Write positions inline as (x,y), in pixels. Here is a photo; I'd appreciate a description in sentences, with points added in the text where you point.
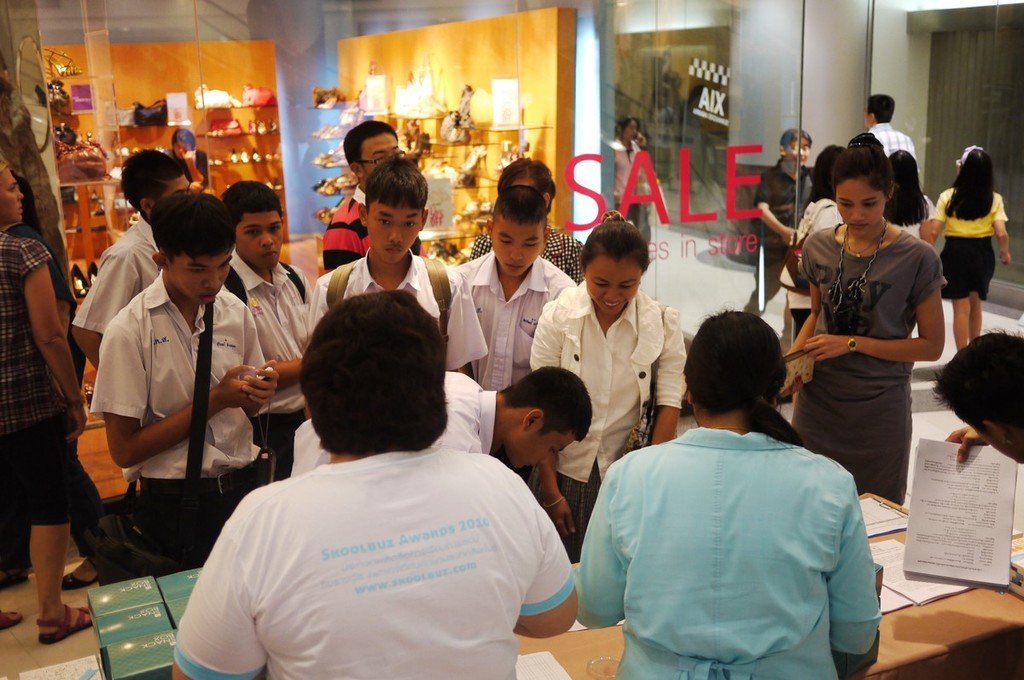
In the picture I can see a few boys (485,324) standing on the floor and they are carrying a bag (445,283). I can see the wooden table (915,611) on the floor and there are papers (905,590) on the wooden table (908,623). I can see the glass window (692,115) on the top right side (683,102) and there are a few people (819,169) walking on the walkway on the top right side (984,208). These are looking like shoes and bags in the glass display cabinet (114,90). I can see a girl (568,328) standing on the floor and there is a smile on her face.
